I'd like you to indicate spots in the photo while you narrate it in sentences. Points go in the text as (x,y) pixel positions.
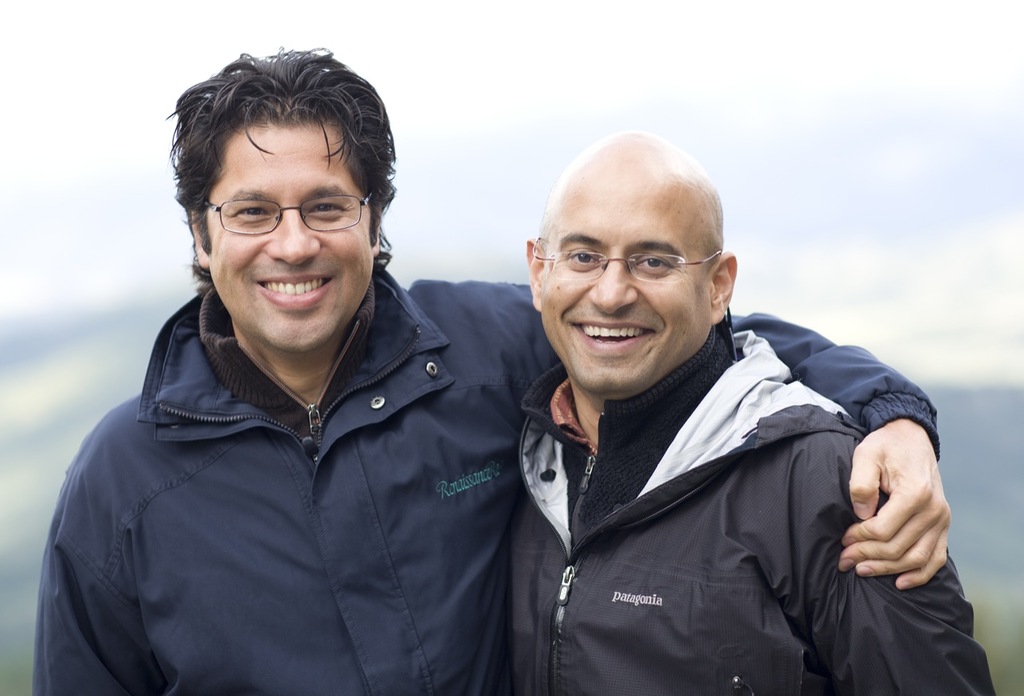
In this image I can see the person (496,406) standing and I can see the blurred background (534,30).
